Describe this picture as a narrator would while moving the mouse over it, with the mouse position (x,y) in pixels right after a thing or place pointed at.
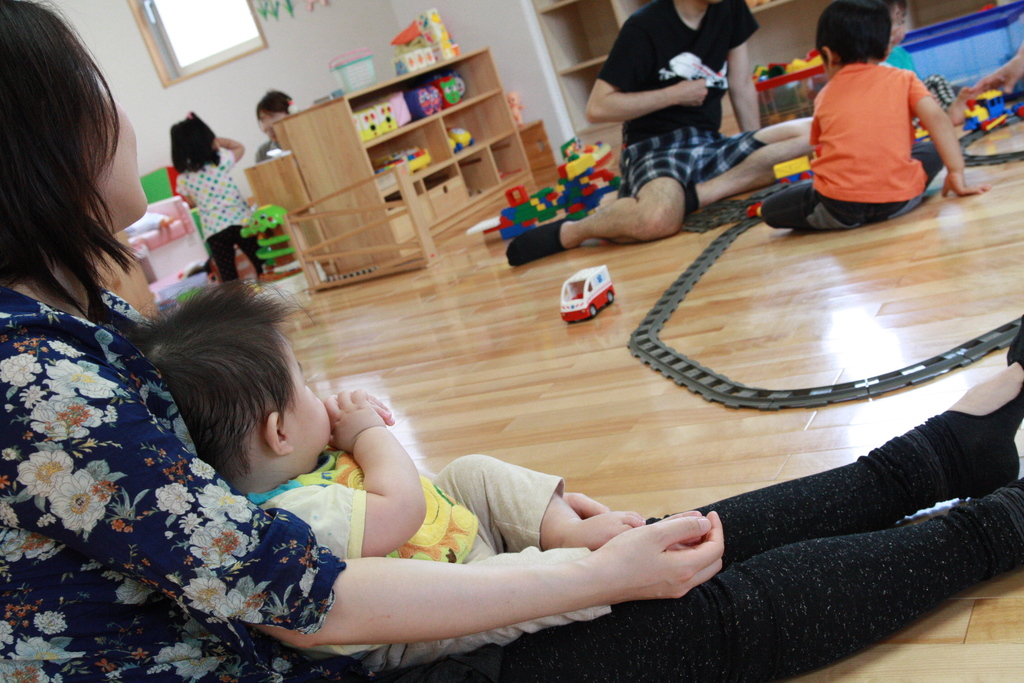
In this image there are elders (54,343) and children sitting on floor (592,395) beside them there are some toys (589,172) and wooden shelf (306,214) with other toys (372,126), also there is a window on wall (235,129).
